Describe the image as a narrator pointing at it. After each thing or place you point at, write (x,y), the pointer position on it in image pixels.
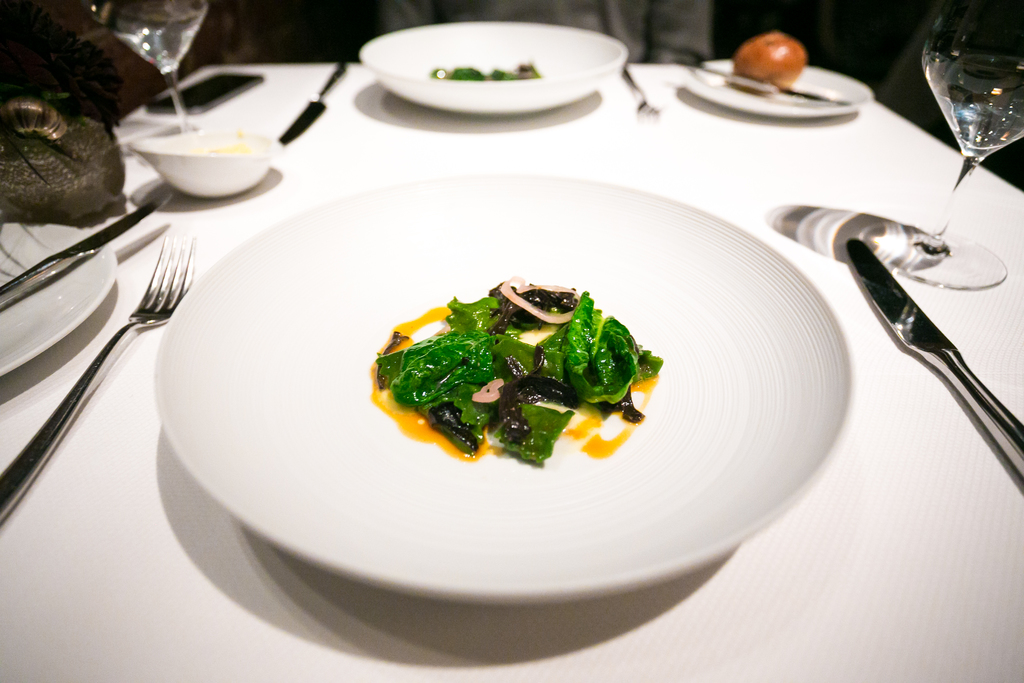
In this image I can see food items (626,335) on plates (639,272) and in a bowl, there are glasses (996,92) with water (984,96), there are knives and forks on the table (884,655). And the background (779,67) is blurry.
